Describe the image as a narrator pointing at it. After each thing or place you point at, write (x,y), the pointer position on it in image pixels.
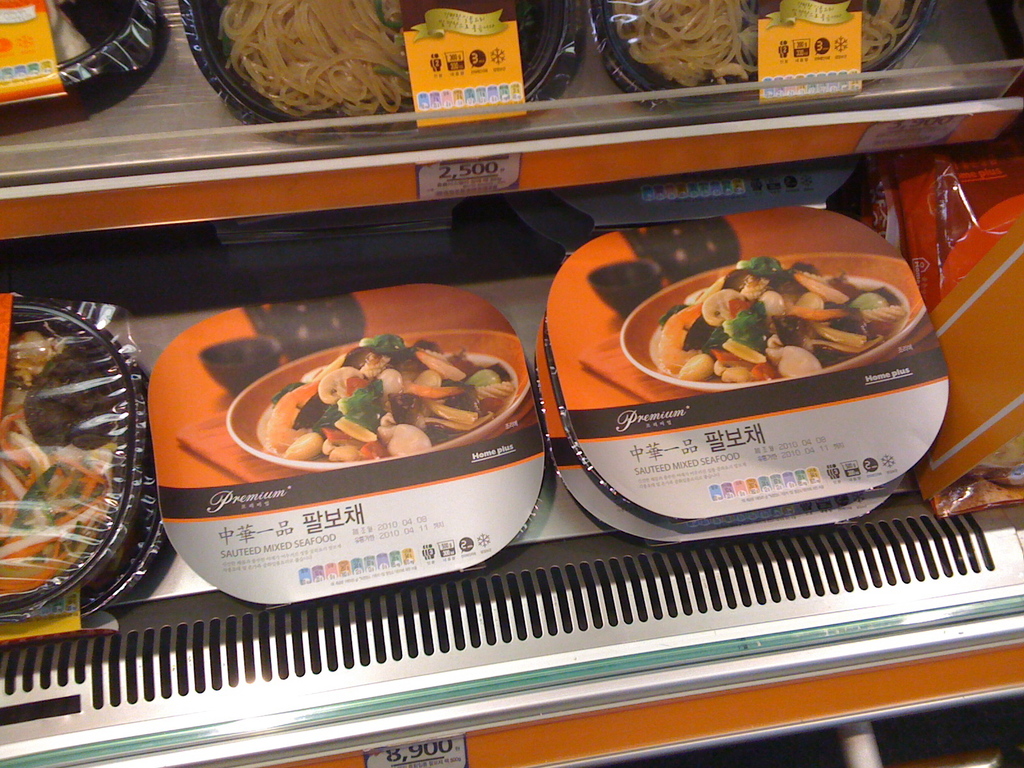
In this picture we can see food boxes (663,44) in the racks (965,99). We can see price notes (463,189).
